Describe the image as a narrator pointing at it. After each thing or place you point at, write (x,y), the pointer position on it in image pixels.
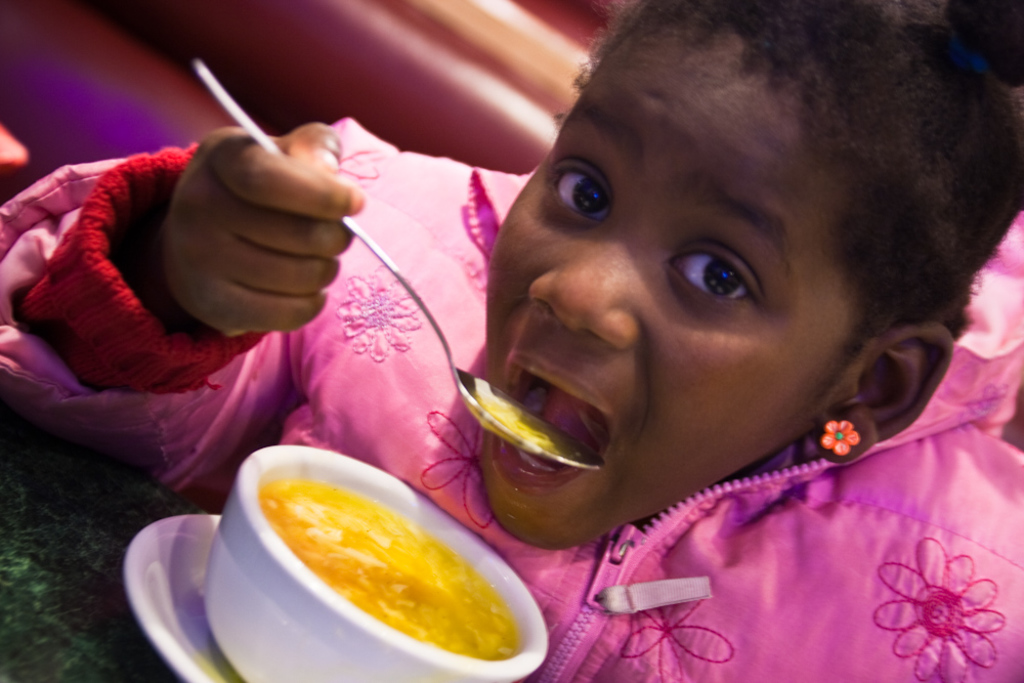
AS we can see in the image, there is a girl (491,458) drinking soup (379,596) with spoon (478,414). The cup (304,581) and saucer (134,600) are on table (81,599).
